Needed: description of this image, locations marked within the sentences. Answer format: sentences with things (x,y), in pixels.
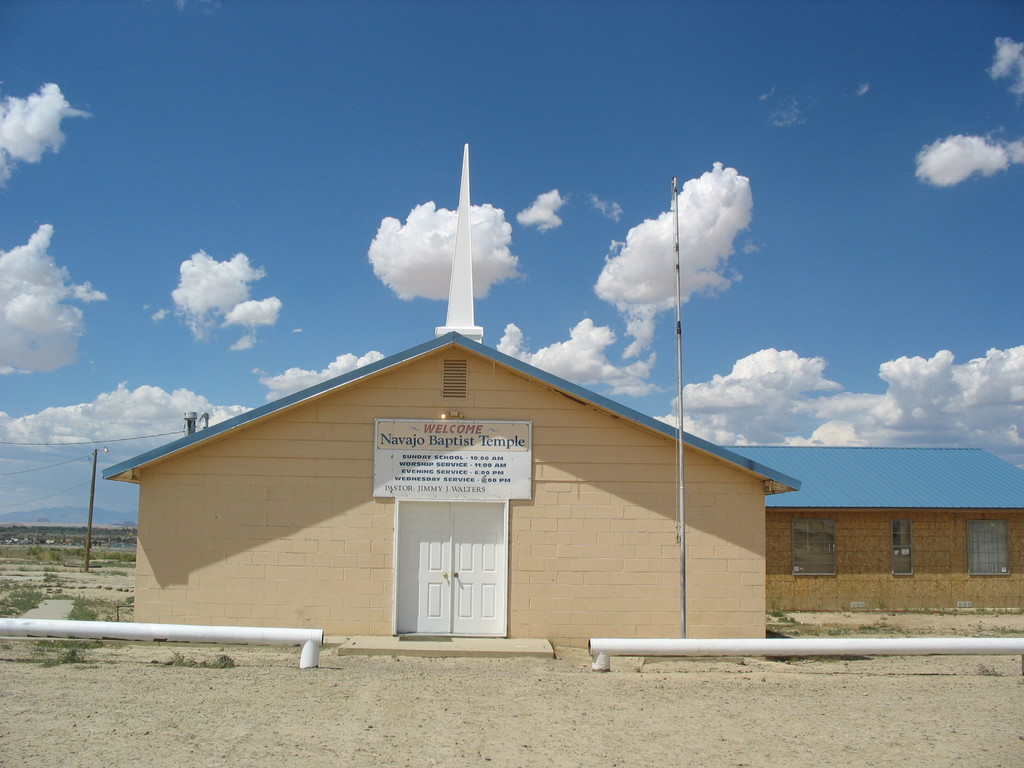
In this picture we can see a house (323,552) with windows (1008,526), doors (456,560), name board (464,453), poles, grass (86,606) and in the background (672,187) we can see the sky (738,291) with clouds (800,107).
